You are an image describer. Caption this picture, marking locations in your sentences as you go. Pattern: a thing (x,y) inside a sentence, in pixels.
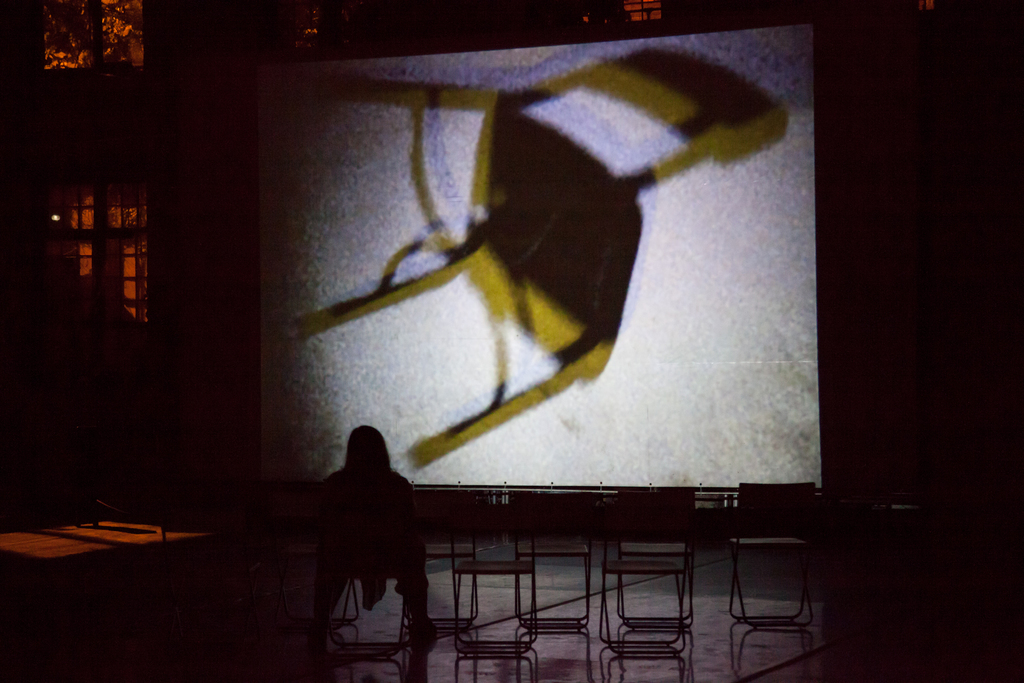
In this image there is a person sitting on the chair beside her there are so many chairs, also there is a screen (403,453) where we can see chair image (448,450) on it.
